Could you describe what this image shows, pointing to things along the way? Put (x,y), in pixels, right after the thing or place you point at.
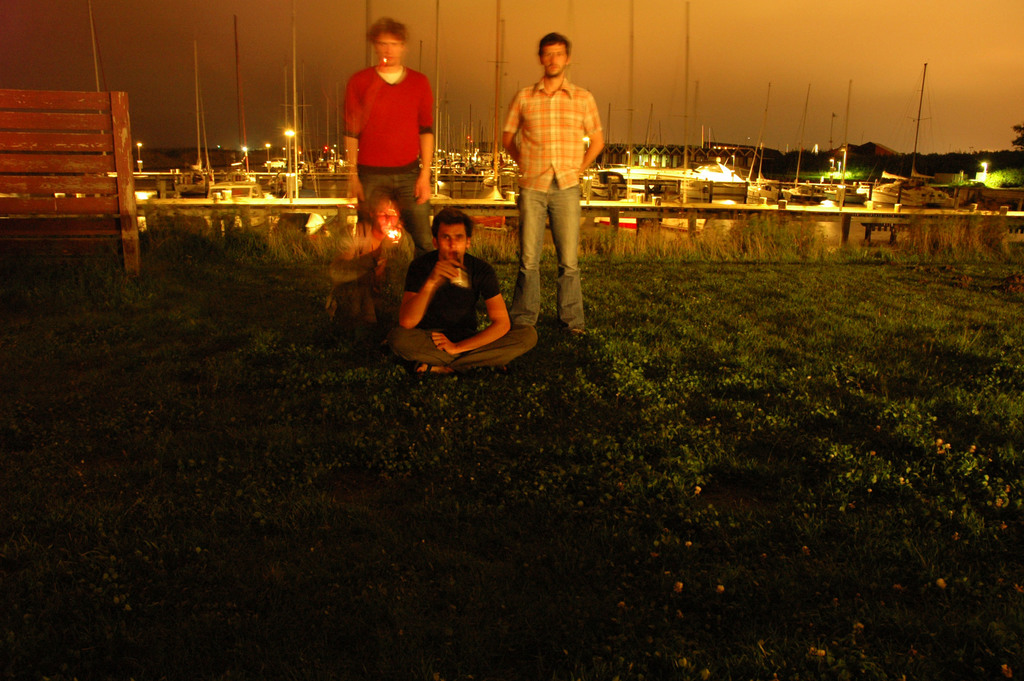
This is an image clicked in the dark. At the bottom (391,502), I can see the grass (319,583) on the ground (471,476). In the middle of the image (449,316) there is a man (463,297) holding a bottle (467,278) in the hand (441,270) and sitting on the ground (510,369). Behind him two men (398,124) are standing and one person (357,282) is holding a light (389,246) in the hand (391,243) and sitting. On the left side (71,156) there is a bench (71,189). In the background (628,173) there are many poles (628,144), lights (982,170) and trees (934,157). At the top of the image (883,38) I can see the sky (824,56).
